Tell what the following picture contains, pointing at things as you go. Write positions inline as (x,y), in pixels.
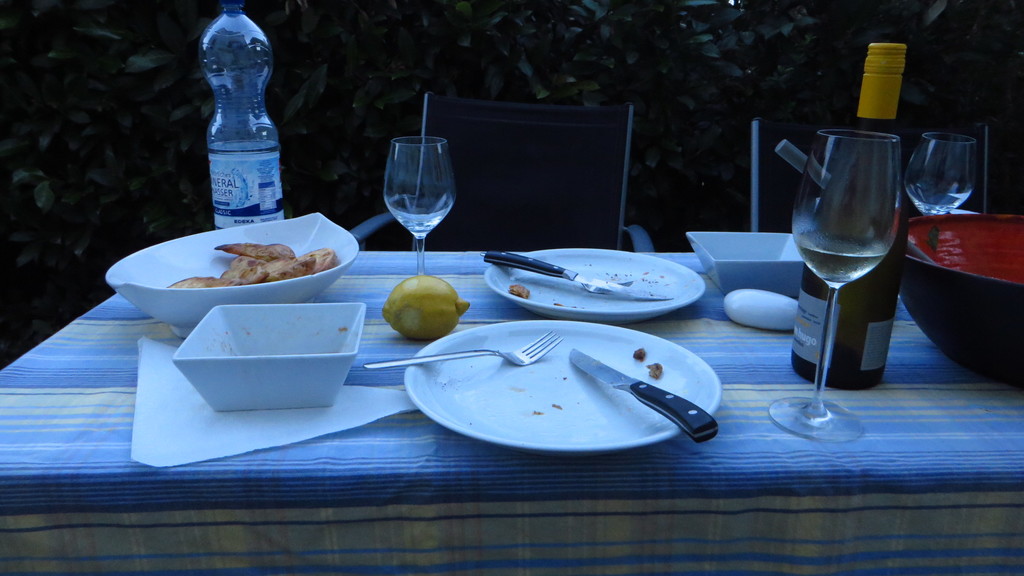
This is a table (741,488) covered with a cloth (876,488). These are the plates (530,376), bowls (260,288), wine glasses (950,200), water bottle (252,195), wine bottle (880,94) and few other things (425,284) placed on the table (891,433). These are the chairs (584,185). At background (533,56) I can see trees (475,53).
